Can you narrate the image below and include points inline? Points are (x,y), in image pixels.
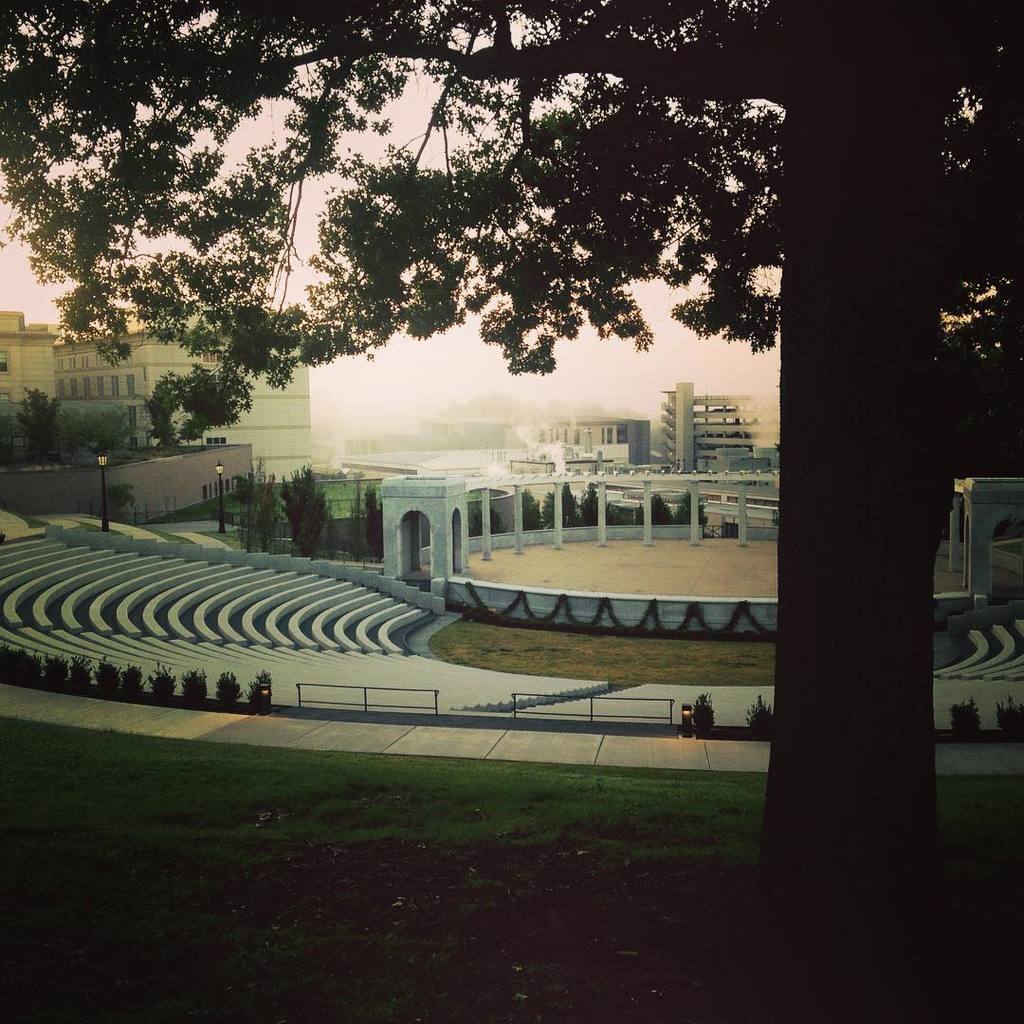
In this image we can see a ground (518,565) with benches (341,638), trees (903,636), pillars (695,520), plants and some grass (464,846). On the backside (553,466) we can see some buildings (550,435) with windows (619,428), street poles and the sky (449,336) which looks cloudy.
